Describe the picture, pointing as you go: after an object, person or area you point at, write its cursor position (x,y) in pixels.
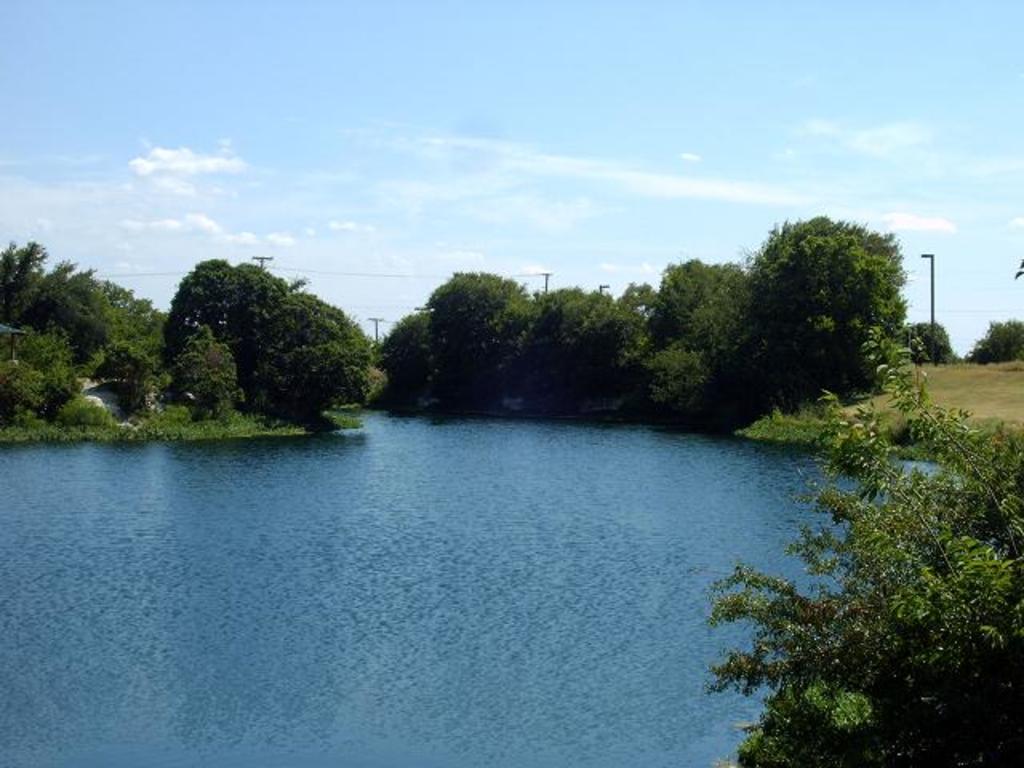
In this picture I can see the lake (532,665). In the background (471,335) I can see many trees (640,413), plants (920,760), grass (1007,415), electric poles (934,304) and wires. At the top (498,130) I can see the sky (421,57) and clouds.
